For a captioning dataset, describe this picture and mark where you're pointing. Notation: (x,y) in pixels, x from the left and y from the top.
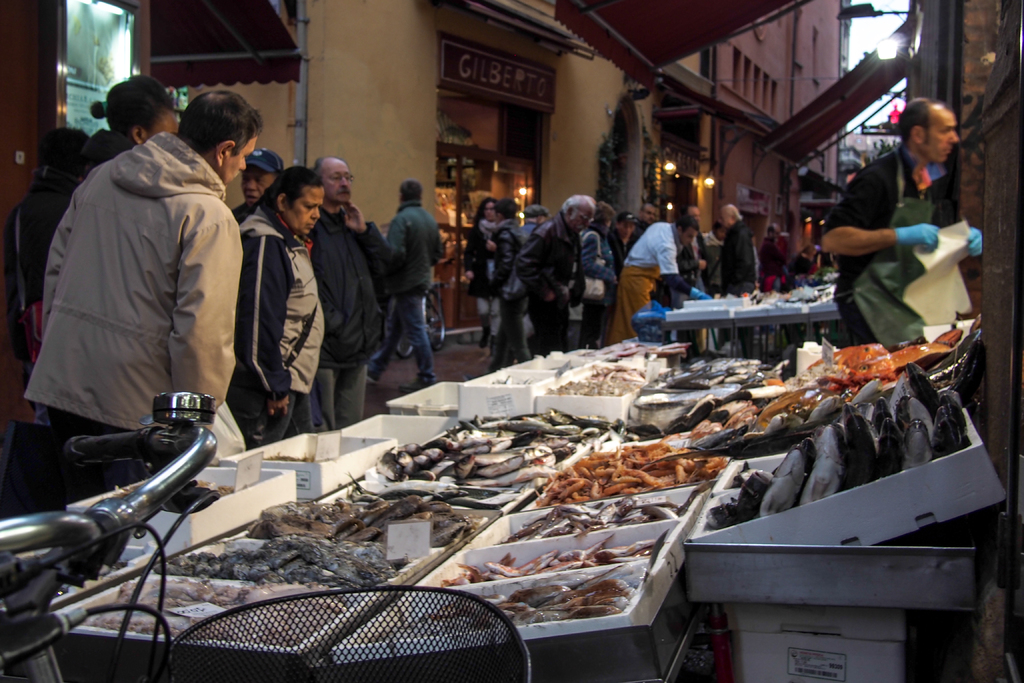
In this image there are few group of people (515,335), buildings (456,114), there are some lights (668,204) visible, at the bottom (362,611) there is a bi-cycle (378,586), in the foreground (580,477) there are few boxes (208,478) on which there are few fishes (375,557), on the right side (838,264) there is a person (879,259) holding a paper (943,267).
